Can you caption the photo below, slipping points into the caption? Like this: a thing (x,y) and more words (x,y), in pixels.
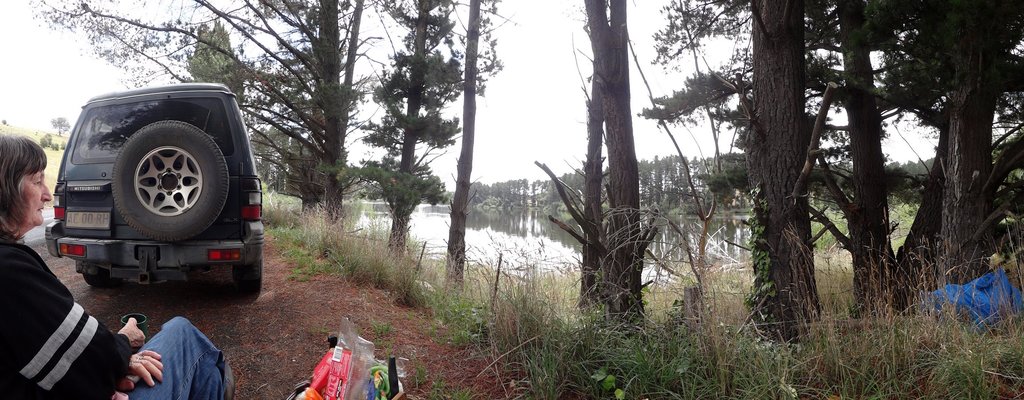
In this image there the sky (556,62) towards the top of the image (526,52), there are trees (621,96) towards the top of the image (598,100), there is water (514,226), there are plants (863,357) towards the bottom of the image (897,363), there are objects (358,372) towards the bottom of the image (339,381), there is a woman (51,312) sitting, she is holding an object (124,320), there is a vehicle (150,198), there is road (43,224) towards the left of the image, there is grass (54,158) towards the left of the image (59,139).
